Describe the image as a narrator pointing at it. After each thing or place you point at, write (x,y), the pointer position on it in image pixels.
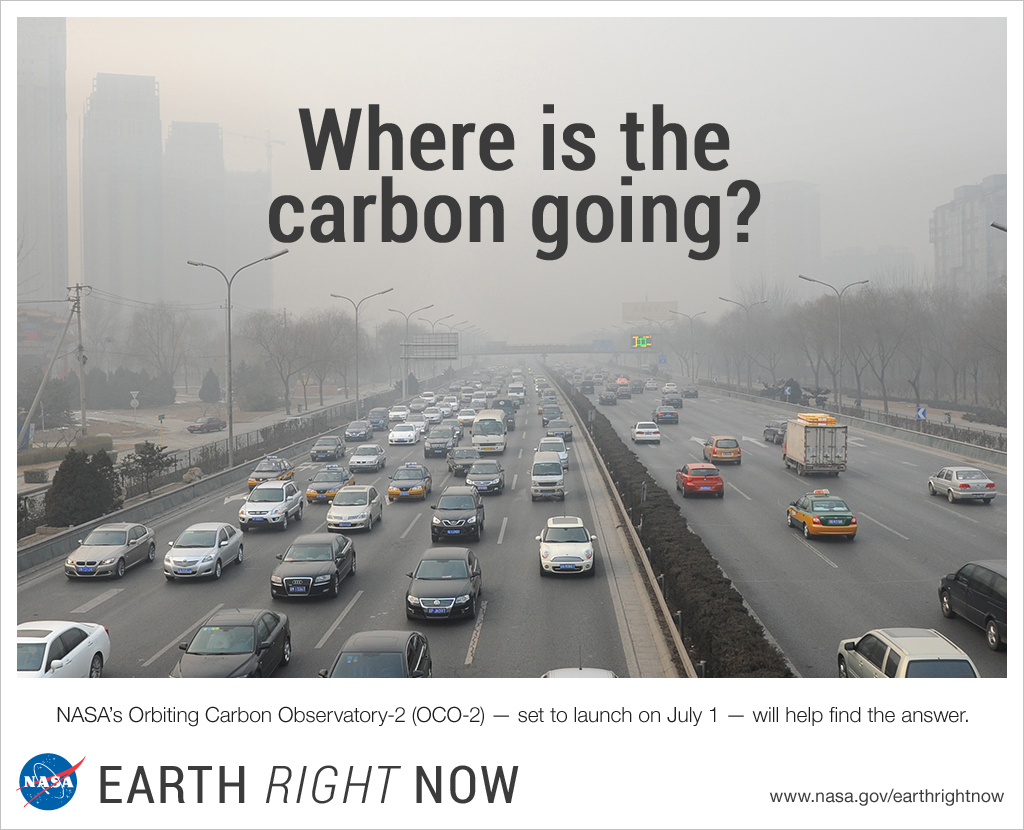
This is a poster. In this poster there is something written. In the left bottom corner (51,783) there is a logo (66,795). Also there is an image (440,304) with roads (728,464). On the roads (672,483) there are many vehicles (835,525). On the sides of the road (536,363) there are light poles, trees (890,365) and buildings (170,179). Middle of the road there are bushes (662,533).
